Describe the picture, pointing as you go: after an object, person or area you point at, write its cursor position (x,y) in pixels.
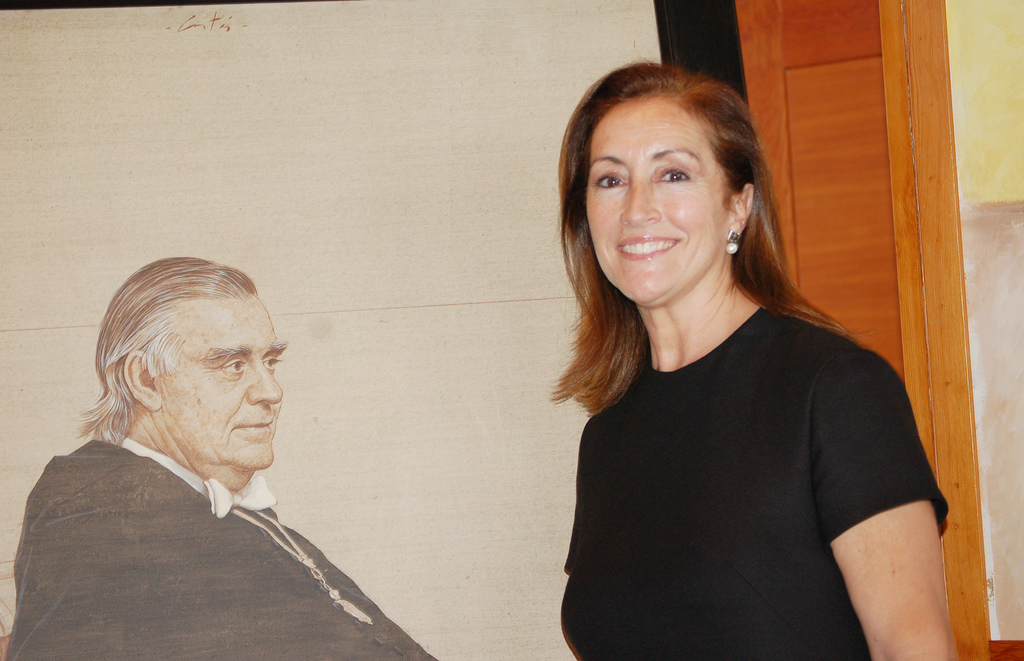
In this image I can see the person (756,443) standing and wearing the black color dress (728,457). To the side of the person (640,486) I can see the frame (316,265) and there is a person (143,548) in the frame (269,317). The person (192,521) is wearing the white and brown color dress (224,575). To the right (852,185) I can see the brown color door (872,250).
